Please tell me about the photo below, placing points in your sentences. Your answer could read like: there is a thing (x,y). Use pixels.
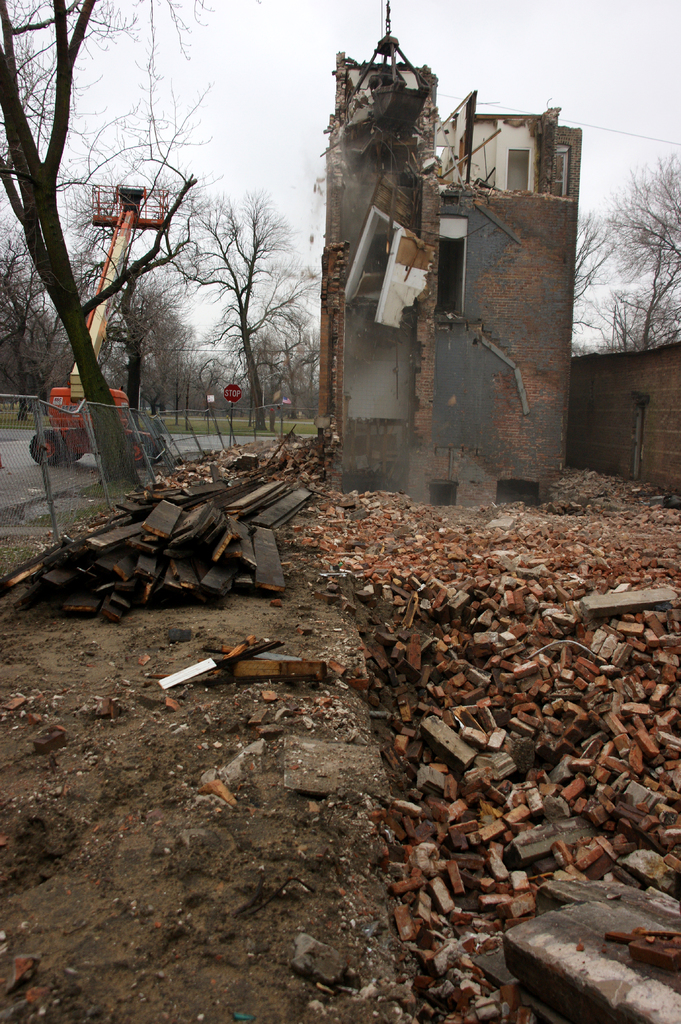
In the picture we can see a demolished house (460,461) and near to it, we can see some broken pieces (164,544) of bricks (502,847) and walls (502,742) and in the background (167,287) we can see some trees (91,390) and sky (298,104).
